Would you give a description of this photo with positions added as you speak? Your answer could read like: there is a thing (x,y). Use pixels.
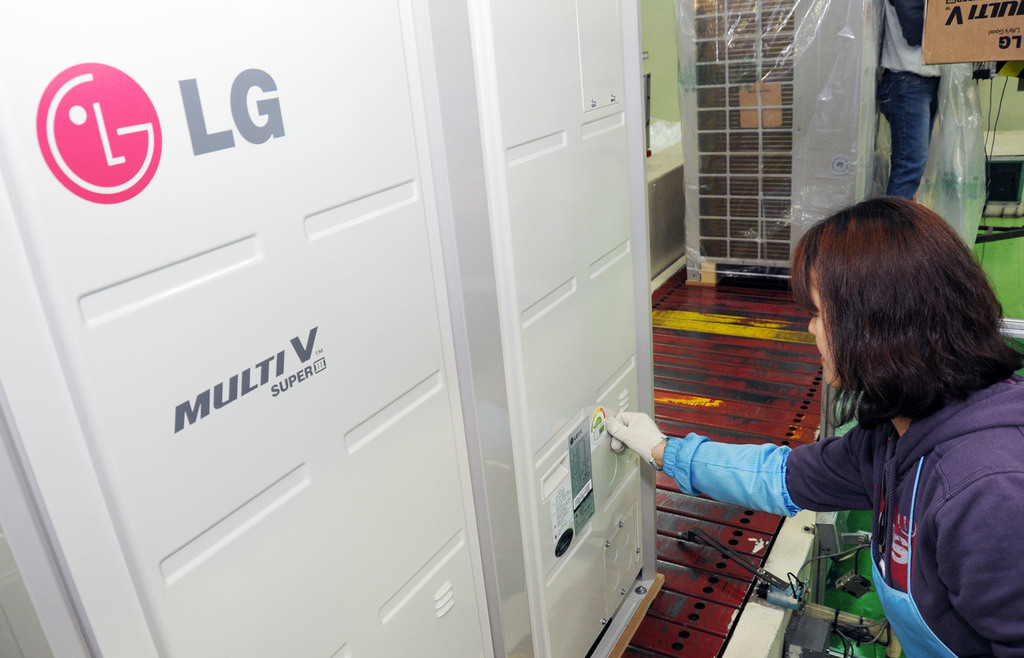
In this picture there is a woman (984,276) in the foreground (984,276). At the back (914,58) there is a person (899,14) standing and there is a cardboard box (971,58) and there is text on the box (971,58) and there is an object (873,12). At the bottom (721,639) there are objects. On the left side of the image (224,612) there are objects (580,224) and there is text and logo (50,92) on the object (533,62).
